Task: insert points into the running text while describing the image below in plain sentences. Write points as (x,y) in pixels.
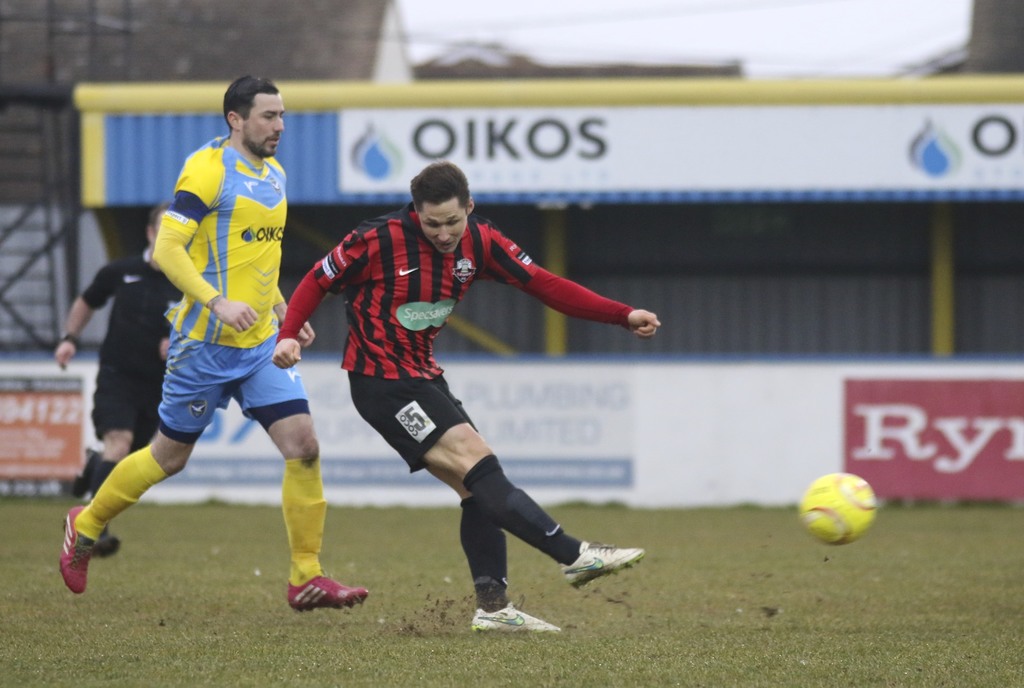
In this image we can see persons (551,280) standing on the ground (691,578). In the background (347,86) we can see shed (740,234) and advertisement boards (860,408). In the foreground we can see a ball (828,529).
